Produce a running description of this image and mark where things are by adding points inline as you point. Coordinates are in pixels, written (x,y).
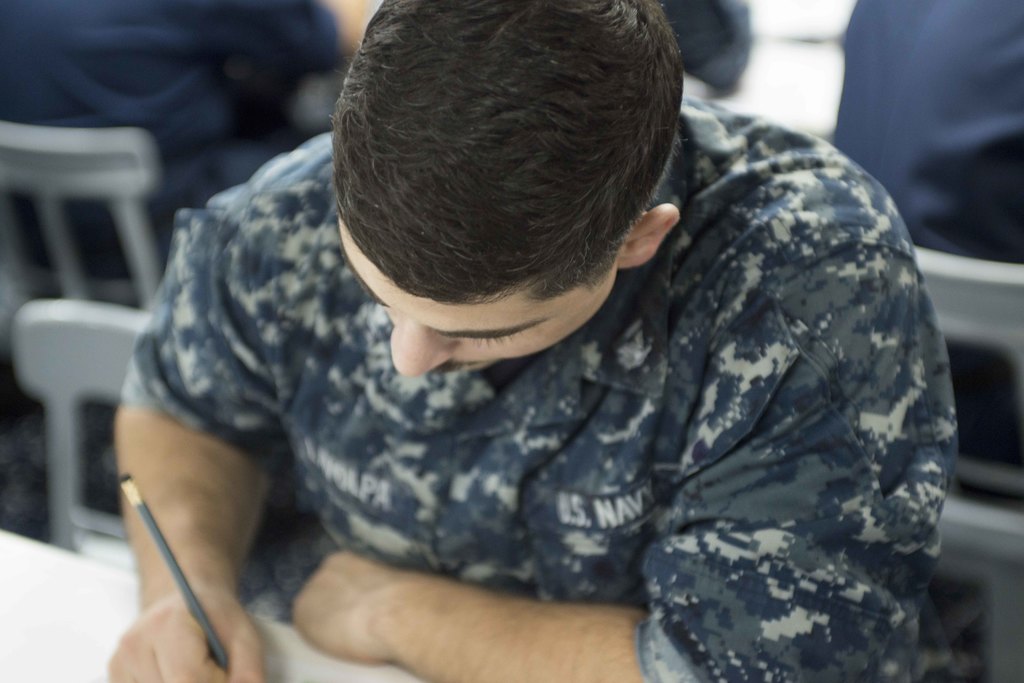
In this picture we can see a person (172,429) holding a pencil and writing. There are a few people (195,76) sitting on a chair (63,199) in the background (144,85).
